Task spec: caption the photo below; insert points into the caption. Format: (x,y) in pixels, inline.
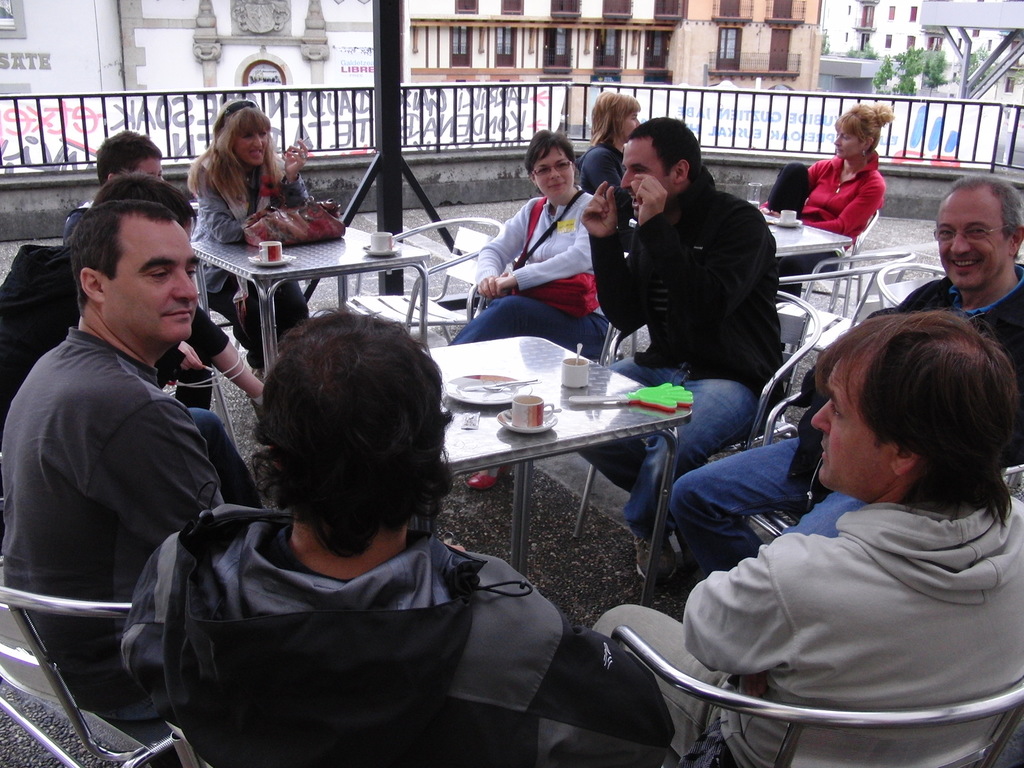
In the image we can see there are lot of people (129,514) who are sitting on chair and on table (513,438) there is cup (542,413) with saucer (537,430) and there is spoon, knife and a purse (283,217) of a woman (258,204) and behind there are buildings (608,80).
